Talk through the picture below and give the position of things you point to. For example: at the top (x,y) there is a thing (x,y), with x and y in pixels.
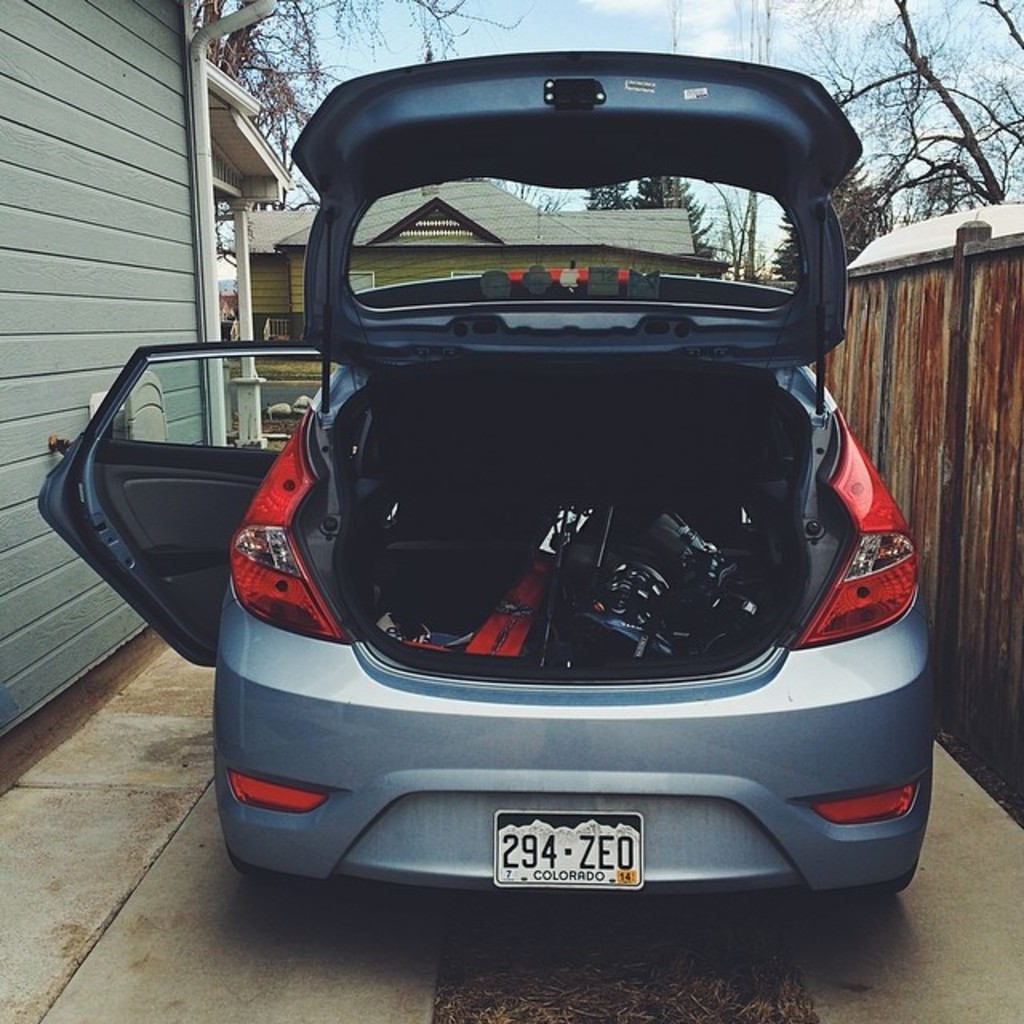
This is the car (526,791), which is blue in color. I can see a car door (217,509), tail lights (280,528), number plate (541,839) are attached to the car (775,583). This is the car trunk (558,410). I can see few objects (516,604) inside the car trunk (492,607). I think this is the house (183,247). These are the trees (876,202).
